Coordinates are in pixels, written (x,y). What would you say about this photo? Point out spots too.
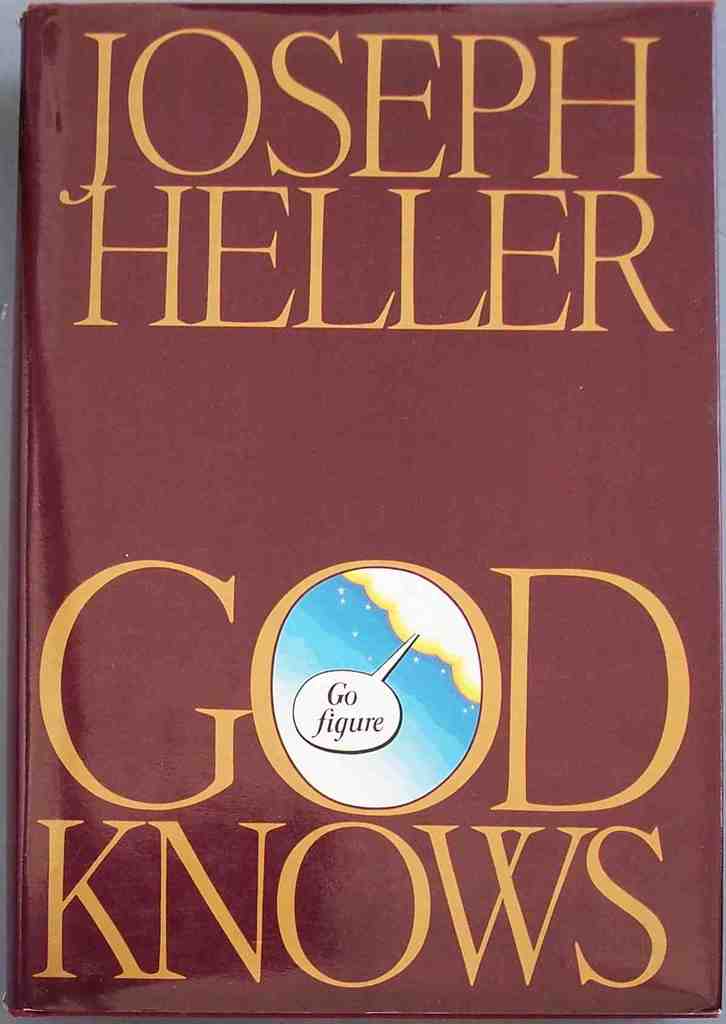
In this picture we can see a book (291,576) and on the book (269,371) it is written as "Joseph Heller God Knows".
